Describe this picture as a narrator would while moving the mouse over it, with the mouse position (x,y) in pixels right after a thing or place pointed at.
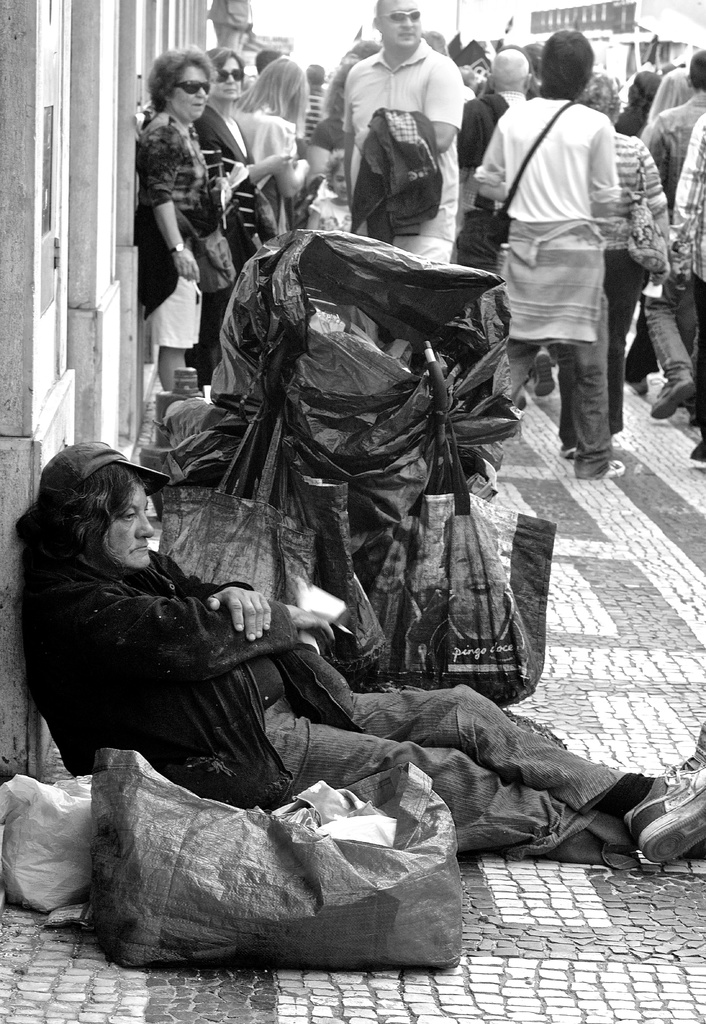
In this image I can see number of people (456,182) are standing. In the front (108,688) I can see one woman (102,681) is sitting on the footpath (671,908) and on the both sides of her I can see number of bags (211,864). I can also see few people (572,244) are carrying bags (639,195) and I can see this image is black and white in color.
